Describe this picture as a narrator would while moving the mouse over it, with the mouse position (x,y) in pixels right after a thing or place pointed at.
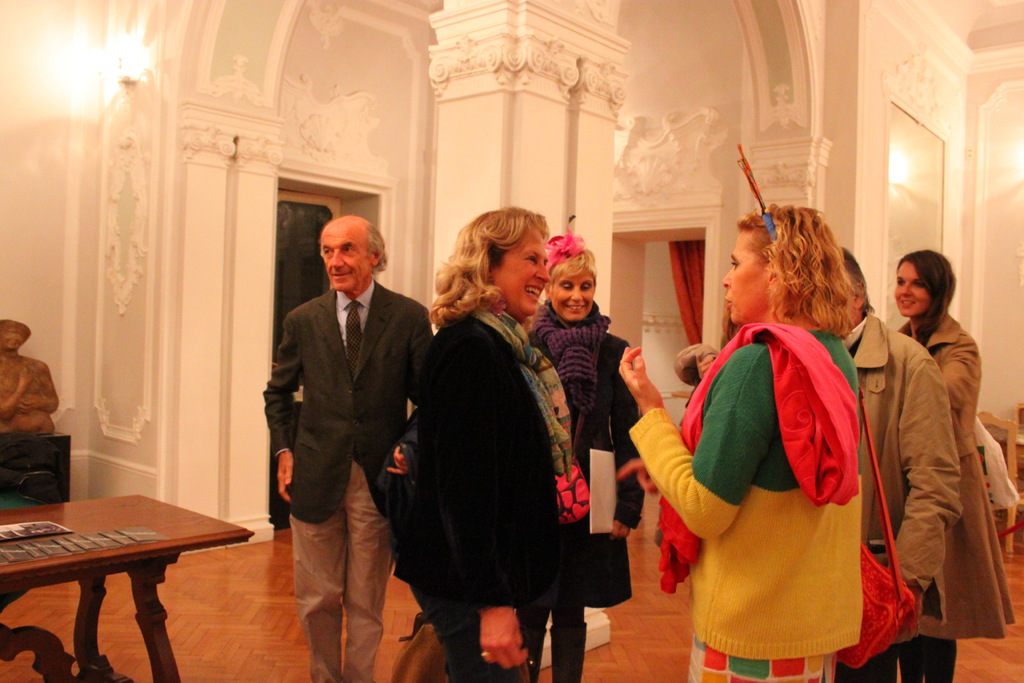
In this picture there are group of people (649,484), in the center (454,343) two people (518,395), a woman (462,374) in the left side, she is wearing a black jacket (539,432) and colorful scarf (564,432). A woman (762,365) in the right side (762,365), she is wearing a colorful dress (767,561). Towards the left bottom (36,527) there is a table (113,560), on the table (149,548) there are some cards (28,558). In the background (198,201) there are pillars (567,130) and a wall (684,194).
